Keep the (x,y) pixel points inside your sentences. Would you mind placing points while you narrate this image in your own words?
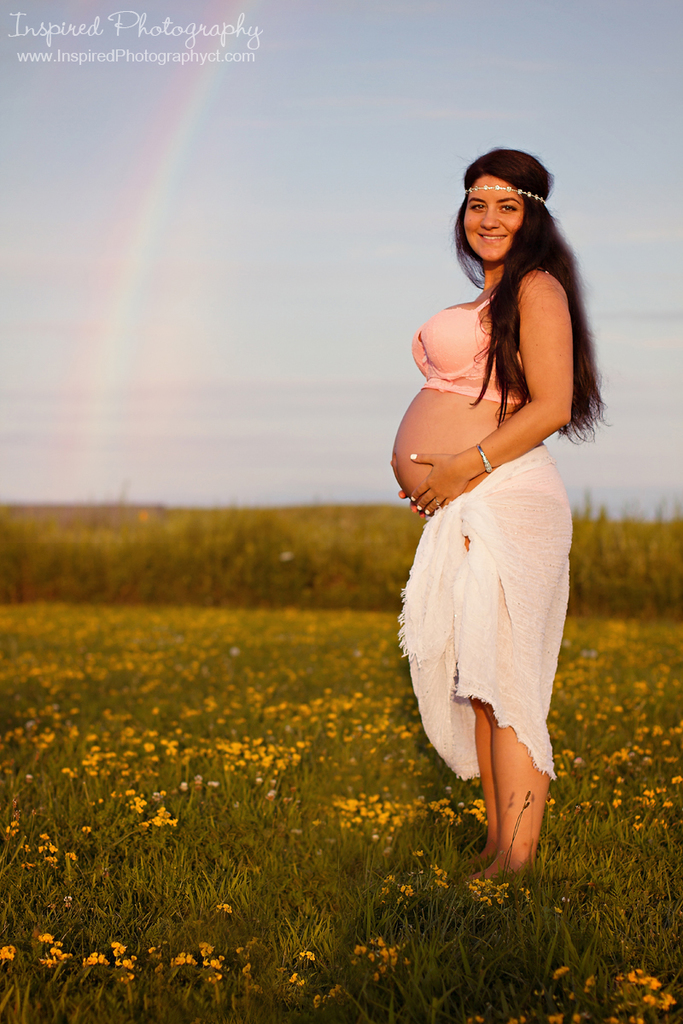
In this image I can see a woman (532,330) standing and wearing white and peach color dress (540,501). I can see few yellow color flowers (378,821) and green grass (297,812). The sky (252,220) is in blue and white color.
